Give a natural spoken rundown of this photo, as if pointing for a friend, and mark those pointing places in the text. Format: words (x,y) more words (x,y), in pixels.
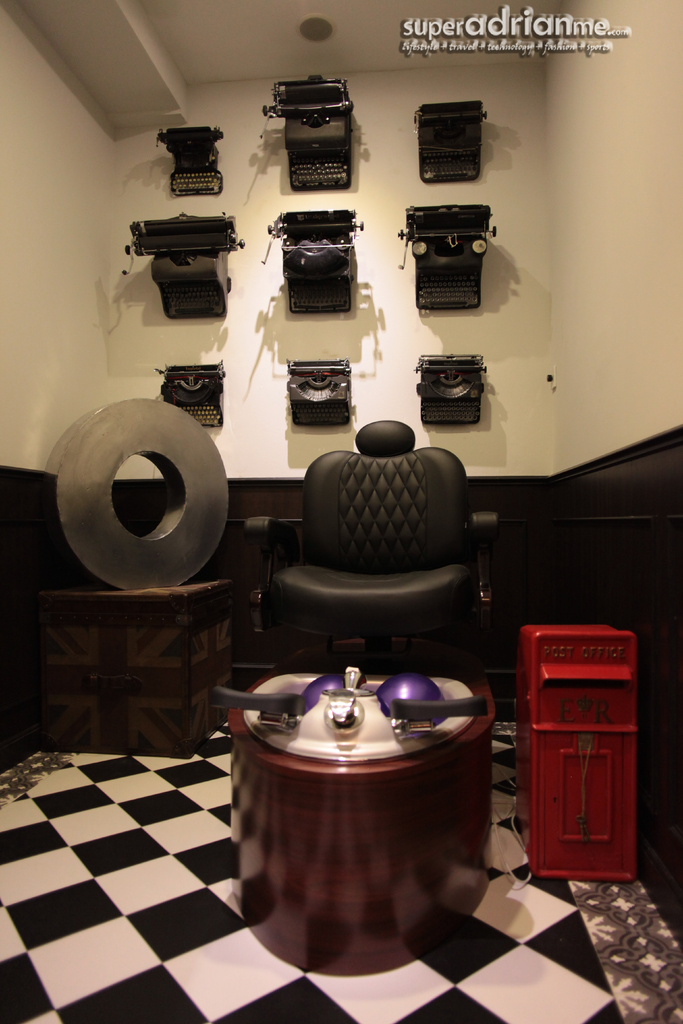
In the center of the image (347,570), we can see a chair (391,589) and there are some objects (334,754) on the stand (417,871). On the right (566,712), there is a box (571,708), which is in red color and we can see a wheel (132,539) on the trunk (132,684) and there are some typewriters (430,214) on the wall (554,319). At the top (517,46), there is some text (531,38) written and at the bottom (171,916), there is floor (225,926).
